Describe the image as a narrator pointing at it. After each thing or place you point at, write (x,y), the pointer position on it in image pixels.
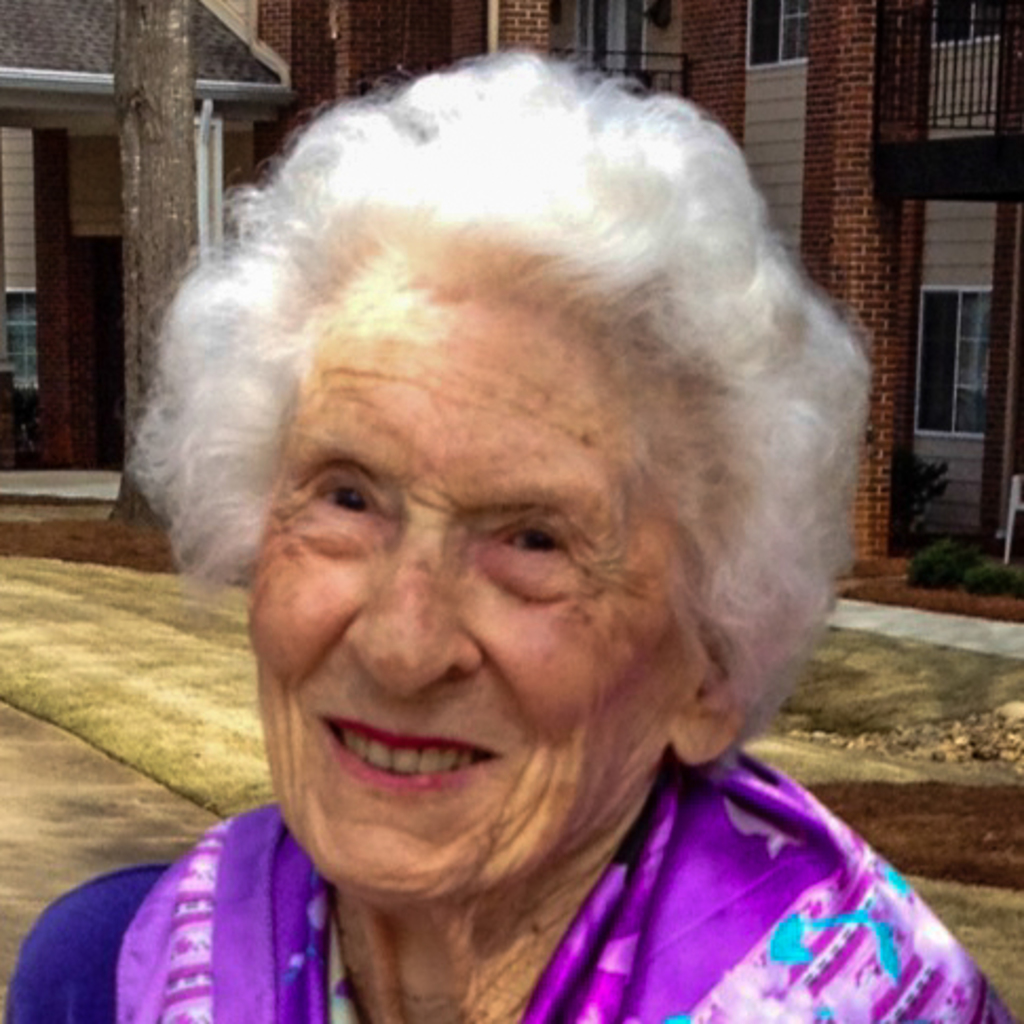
In this image I can see the person (372,806) and the person (134,938) is wearing blue and purple color dress (144,938). Background (921,431) I can see few buildings (804,111) in brown and cream color.
